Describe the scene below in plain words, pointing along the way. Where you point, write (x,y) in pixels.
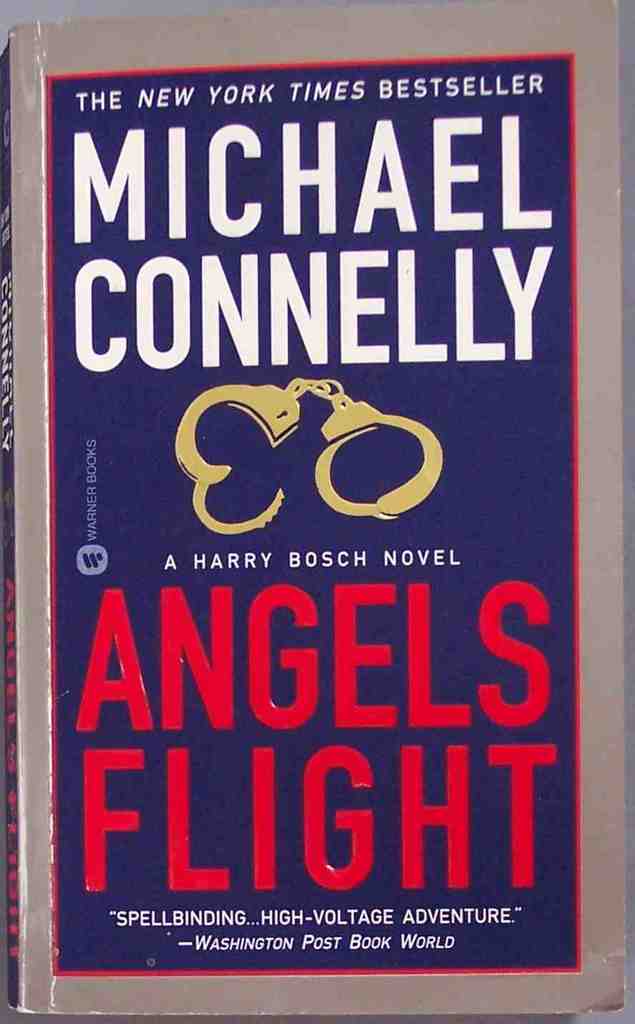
In this picture there is a book (481,416) and there is text (535,677) and there is a picture (365,508) of a handcuffs (392,507) on the book (287,392).
